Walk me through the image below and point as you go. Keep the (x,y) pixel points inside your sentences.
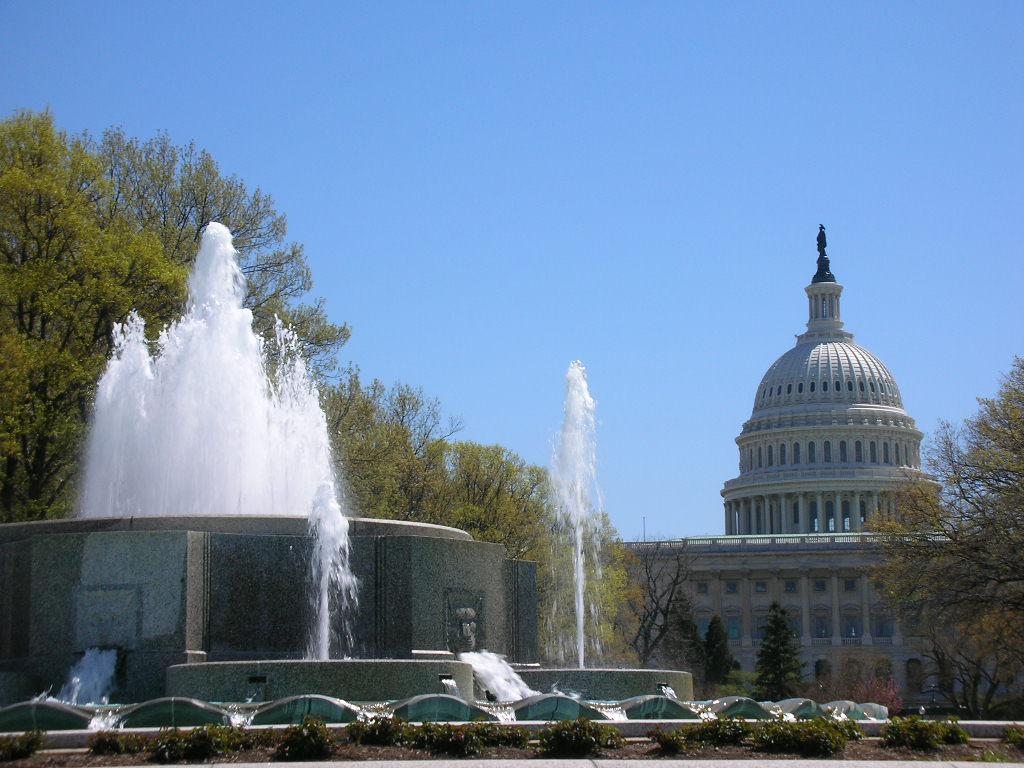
In this image we can see water (580,641), fountain (261,634), plants (282,735) on the ground (589,758), trees (1020,550), building (757,653) and sky (481,335).
